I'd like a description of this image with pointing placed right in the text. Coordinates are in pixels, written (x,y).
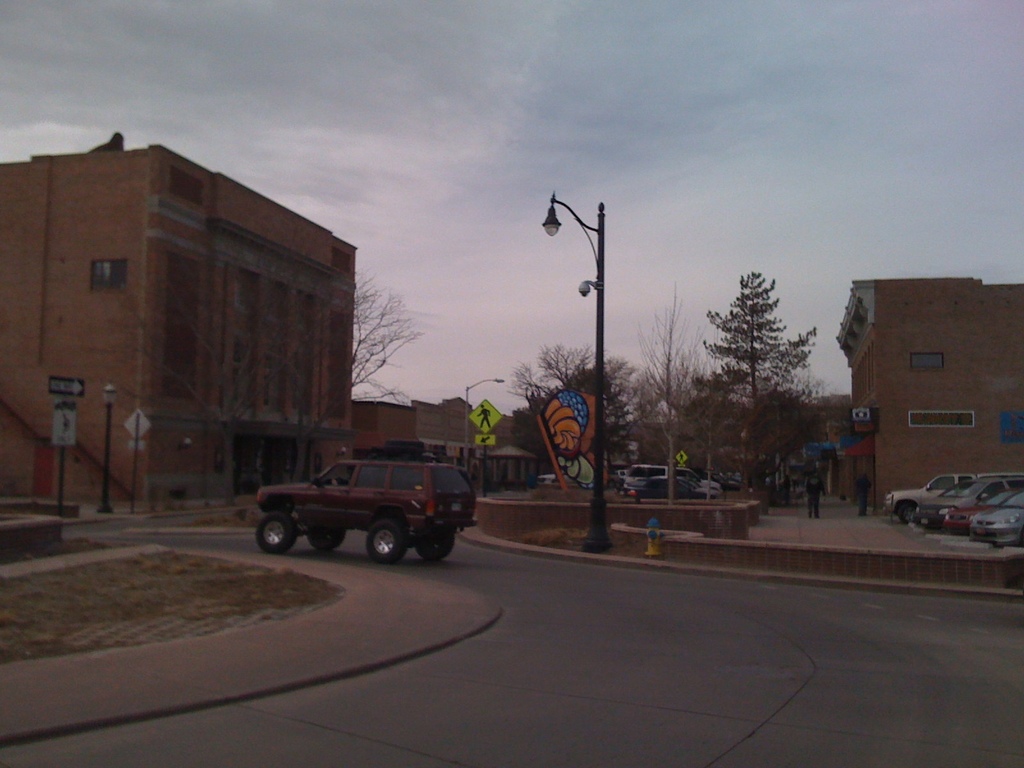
An outdoor picture. A pole (600,443) is in black color and it has a light (551,220). Sky (614,111) is cloudy. Far there are buildings (260,307). This is a sign board (487,424). Far there are number of bare trees (522,417). Vehicle (396,497) is travelling on a road (723,759). Vehicles (947,492) are at parking area (990,490). The man (818,484) is standing.
